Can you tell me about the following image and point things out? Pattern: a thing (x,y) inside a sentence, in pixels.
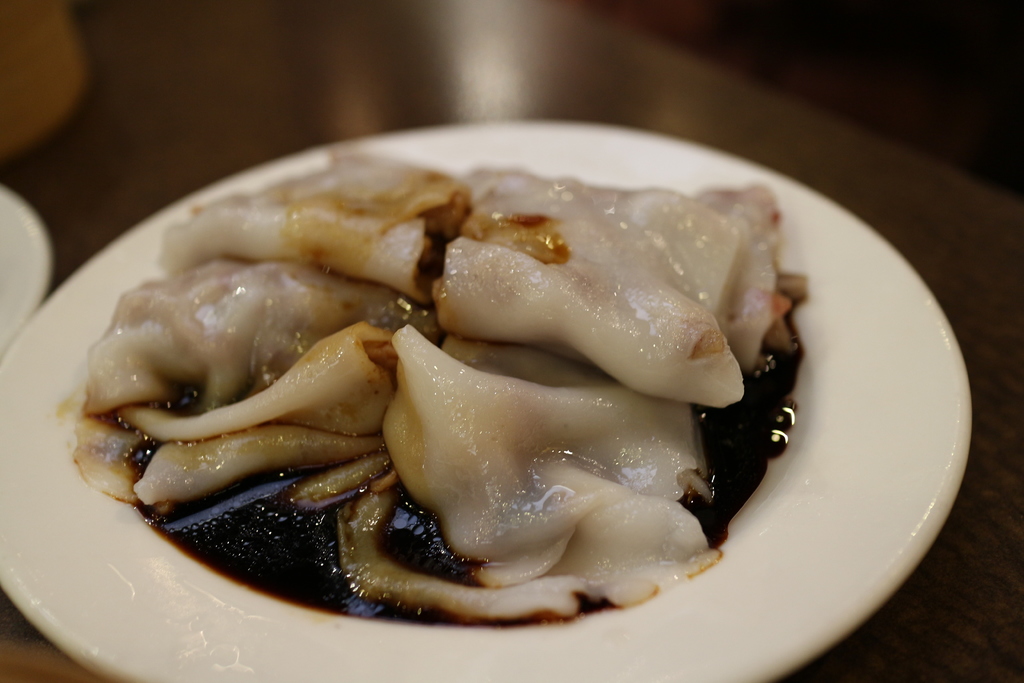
In this image we can see a plate (393,668) with a food item (544,384). And the plate (763,404) is on a surface (164,127).
